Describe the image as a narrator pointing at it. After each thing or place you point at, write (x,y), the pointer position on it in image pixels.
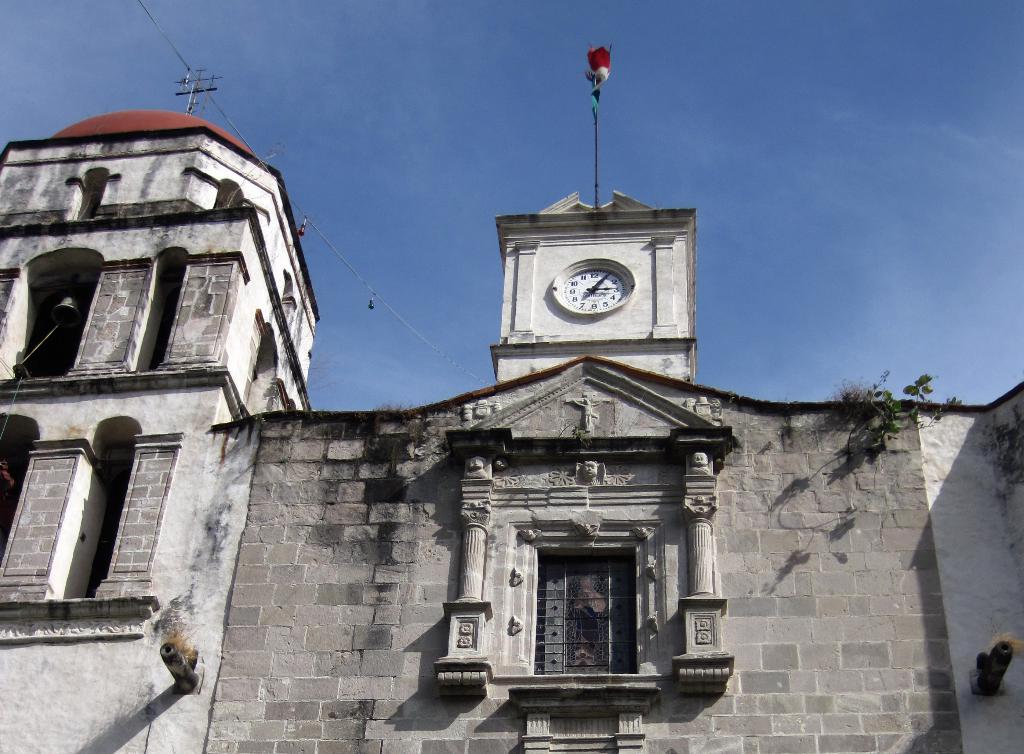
In this image we can see a building (516,363) with windows (53,361), a bell (58,321), some poles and a clock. We can also see an antenna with wires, some plants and the sky (787,225) which looks cloudy.
